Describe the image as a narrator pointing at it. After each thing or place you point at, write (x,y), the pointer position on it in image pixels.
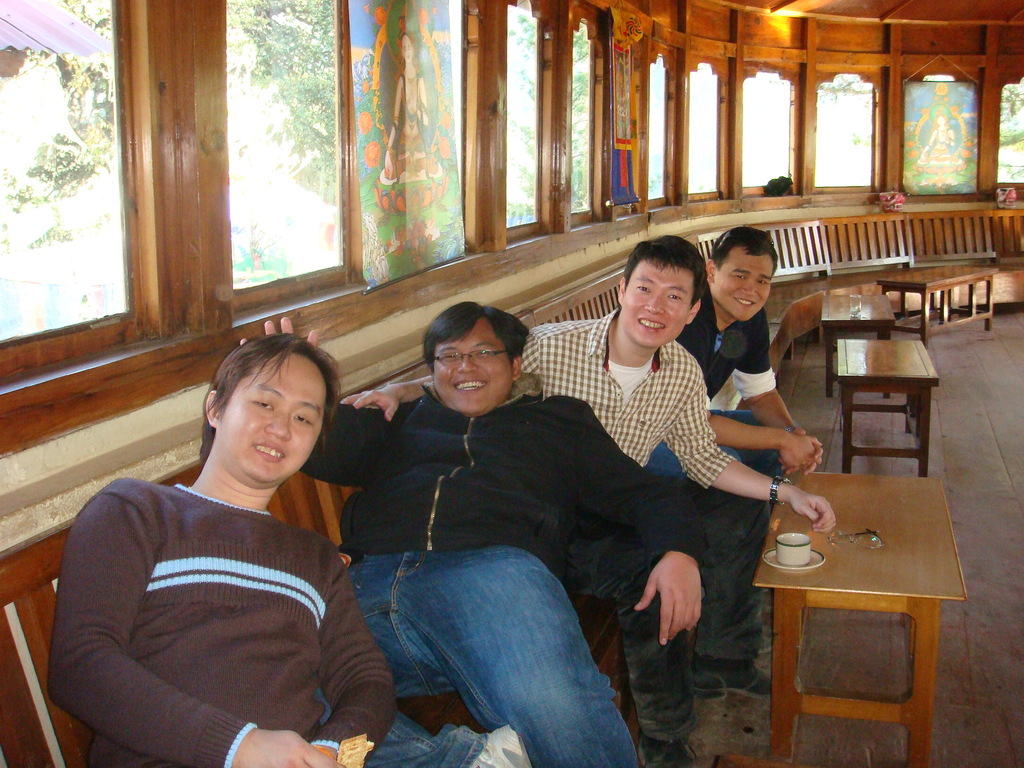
there are four person (396,466) sitting on a chair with table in front of them.
